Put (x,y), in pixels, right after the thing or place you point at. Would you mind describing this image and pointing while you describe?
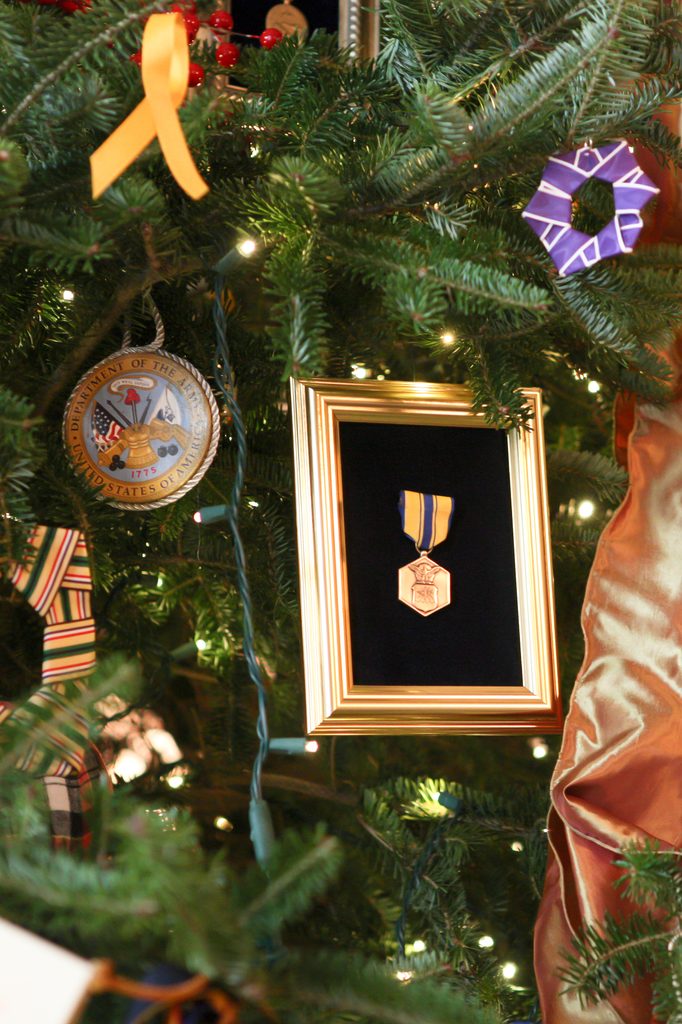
In this image I can see a Christmas tree (177,598) and I can see few decorative items (665,653). In front (477,583) I can see a frame (334,572), background (446,804) I can see few lights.
